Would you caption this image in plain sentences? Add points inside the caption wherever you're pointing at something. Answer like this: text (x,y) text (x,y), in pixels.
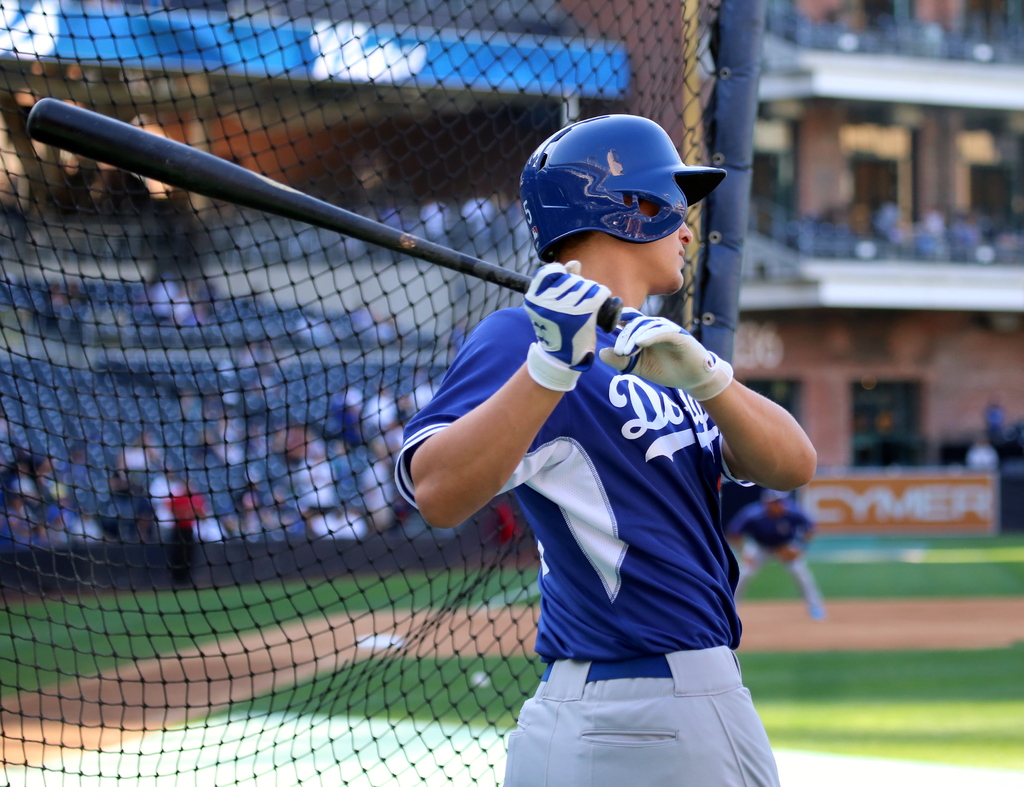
In this image there is a person (593,532) standing in the center (663,454) holding a baseball bat (283,200) in hand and wearing blue colour helmet (600,215). In the center (359,345) there is a net (504,576) and in the background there are persons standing and sitting. On the ground (897,669) there is grass (920,662) and there is some text (890,512) written on the wall (887,510) which is orange in colour.
